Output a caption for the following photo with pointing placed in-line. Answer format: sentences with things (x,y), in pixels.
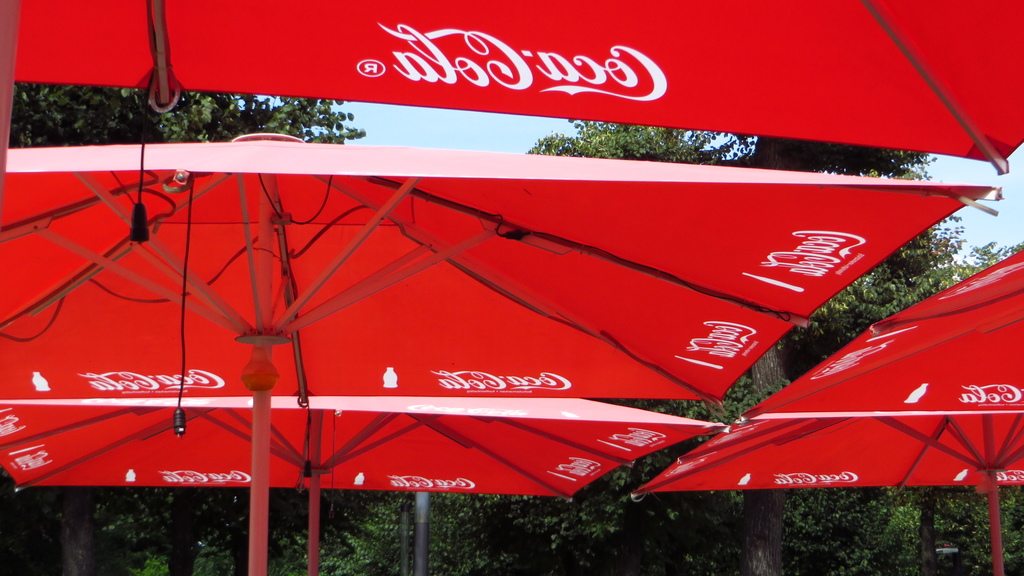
In the image there are umbrellas (409,198) with coca cola name (91,376) and behind the umbrellas (426,442) there are trees (285,504).
